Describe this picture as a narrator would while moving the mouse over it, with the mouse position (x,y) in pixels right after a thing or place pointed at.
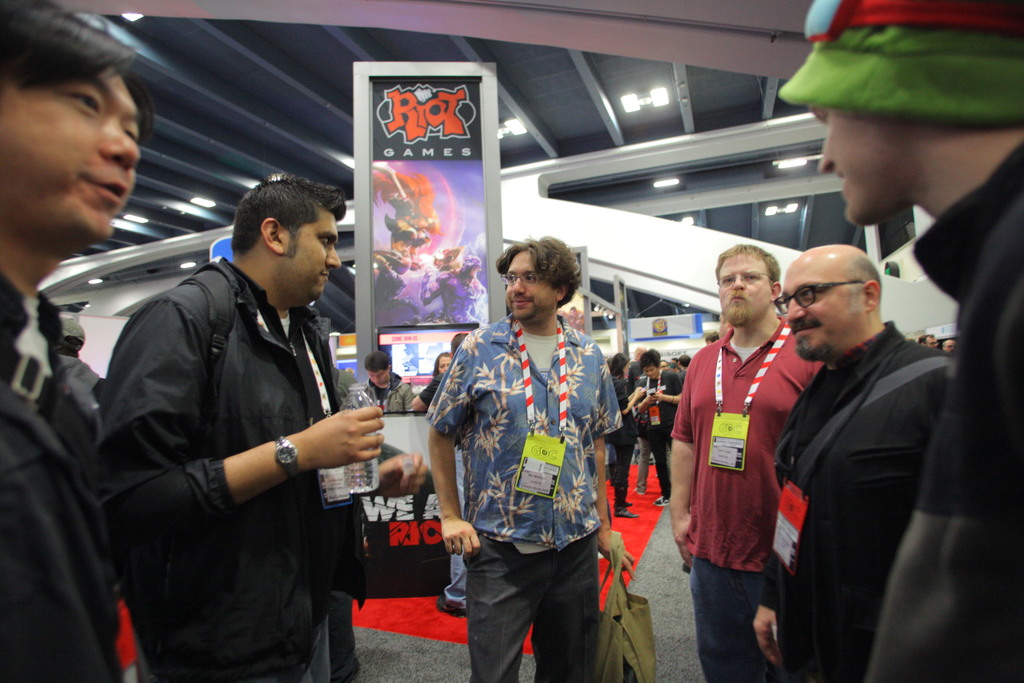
In this picture I can see there are a group of people (623,459) standing. The person (592,460) here in the center (575,351) is holding a bag (640,639) in his left hand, the person (282,418) next to him on the left (290,432) is holding a water bottle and in the backdrop (404,249) I can see there is a advertisement (436,255) and there are lights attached to the ceiling (611,133).
